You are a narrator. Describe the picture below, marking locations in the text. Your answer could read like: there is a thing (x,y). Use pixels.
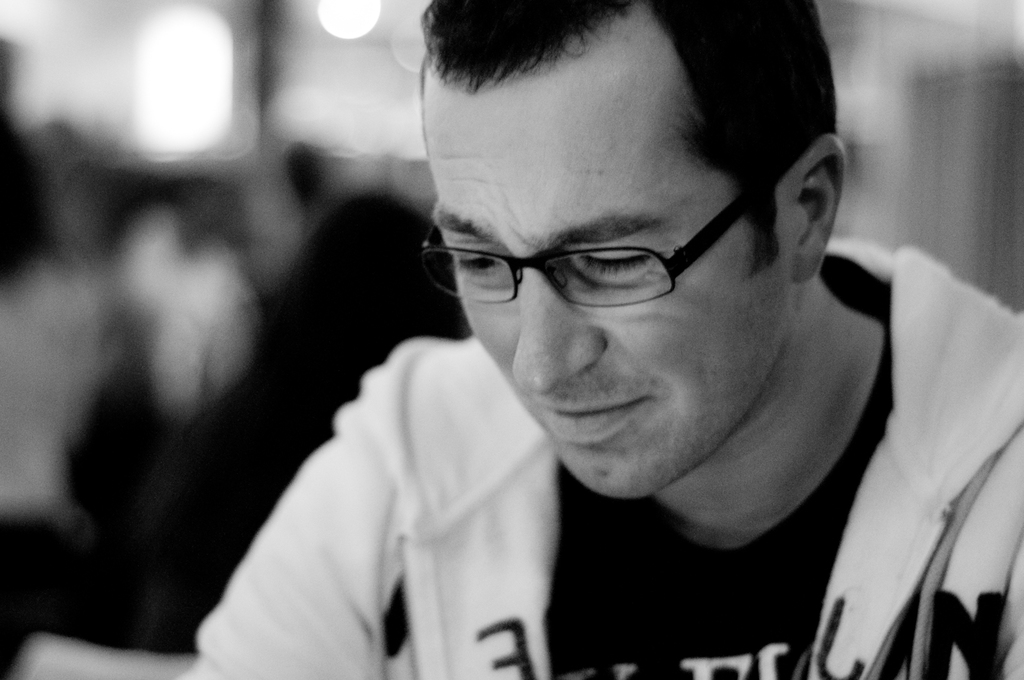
There is a man (694,401) smiling and wore spectacle (475,274). Background (374,96) it is blur.
